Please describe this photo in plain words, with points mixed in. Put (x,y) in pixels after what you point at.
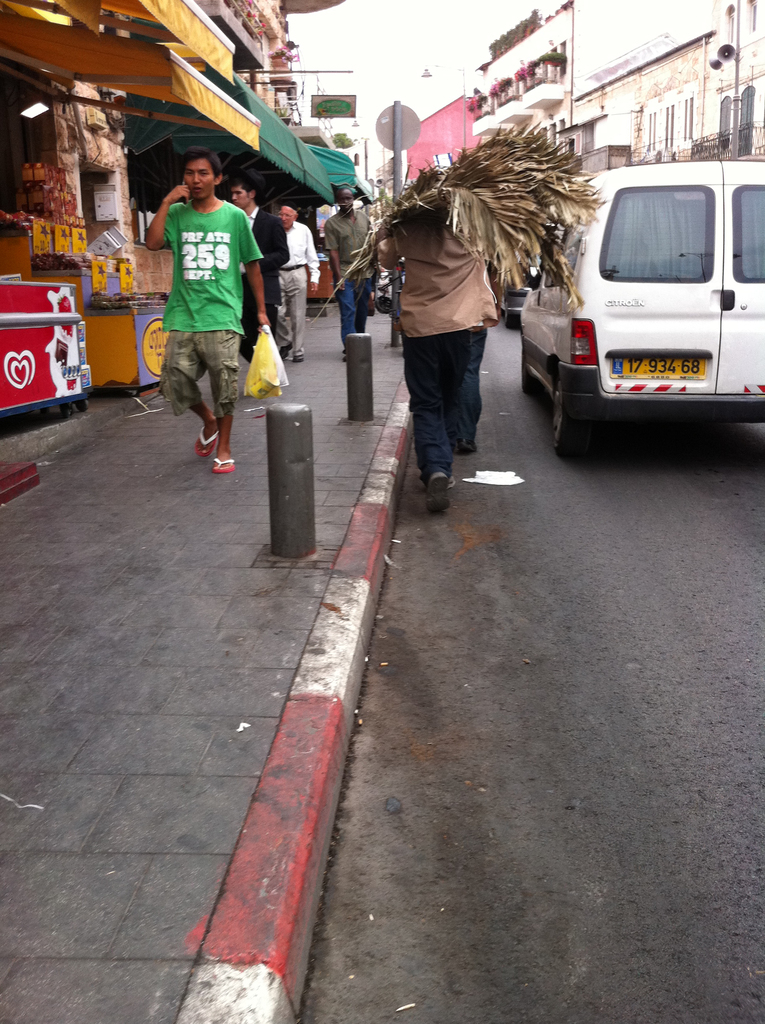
In this image we can see a person (457,323) holding the dried leaves (526,163) and walking on the road (422,544). We can also see the vehicles (574,405). On the left (113,281), we can see the stalls (41,374) and also some people (241,264) walking. In the background (432,41), we can see the buildings (545,101), sign board (404,119) and also the sky (381,41).
